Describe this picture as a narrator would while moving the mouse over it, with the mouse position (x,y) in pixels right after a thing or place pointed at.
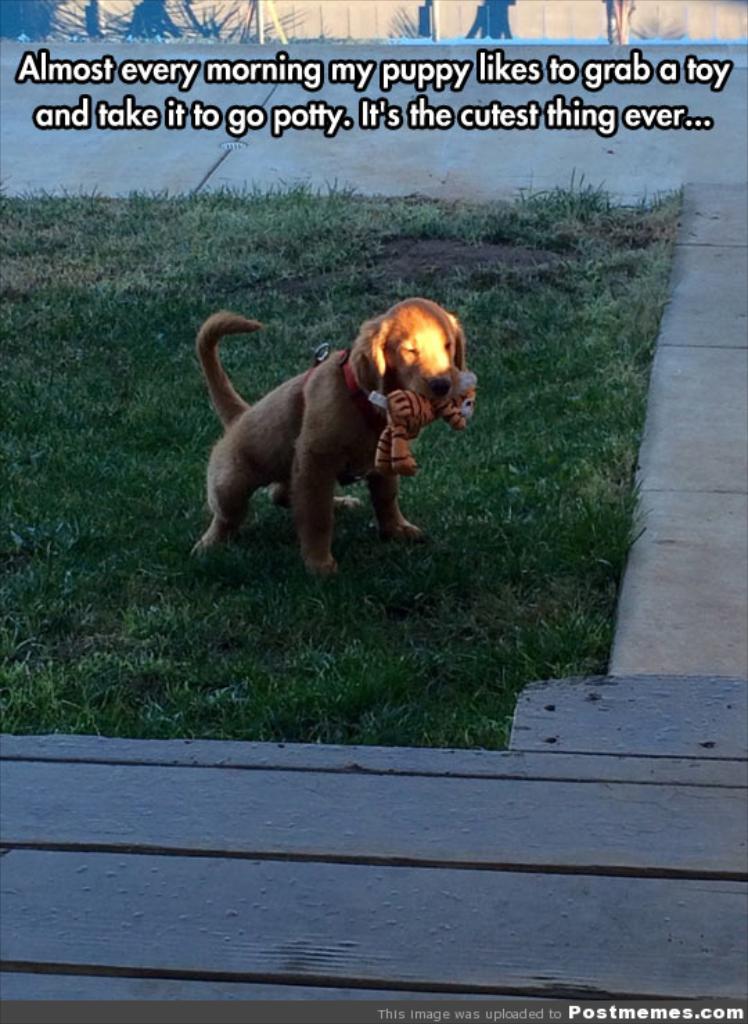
In this picture we can see a dog (359,424) holding something with its mouth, at the bottom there is grass (367,576), we can see some text (392,63) here, there is a strap (347,382) on dog's neck (357,378).
